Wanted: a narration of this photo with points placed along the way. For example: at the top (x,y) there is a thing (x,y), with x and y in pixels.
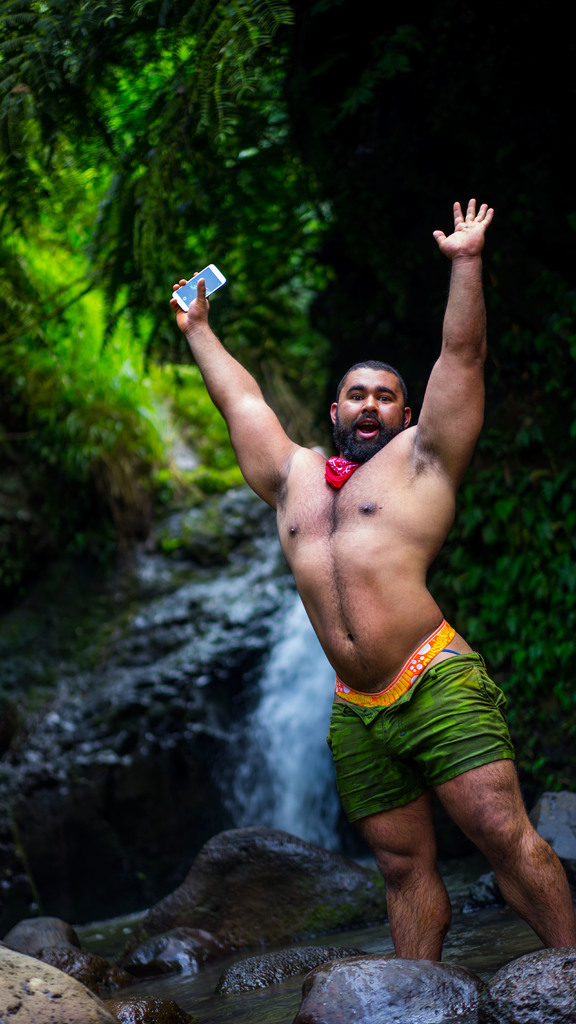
In this picture I can see man (400,430) standing and holding a mobile (220,278) in his hand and I can see water (289,688) flowing from the rocks (216,732) and I can see trees (310,175).
